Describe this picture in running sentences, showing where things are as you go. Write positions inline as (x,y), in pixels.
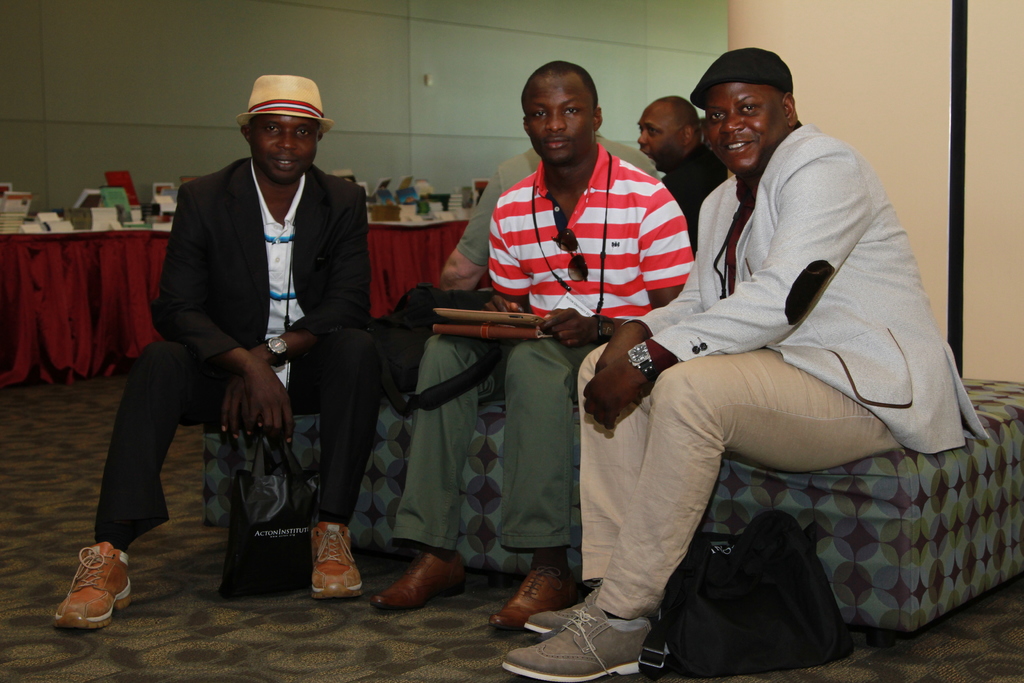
This image consists of few persons (704,367) sitting on a couch (750,493). At the bottom (244,638), there is a floor mat (385,568) on the floor (283,595). In the background (55,252), we can see the tables (86,244) covered with cloth (30,283). On which there are few objects (150,209) and there is a wall (487,54).
